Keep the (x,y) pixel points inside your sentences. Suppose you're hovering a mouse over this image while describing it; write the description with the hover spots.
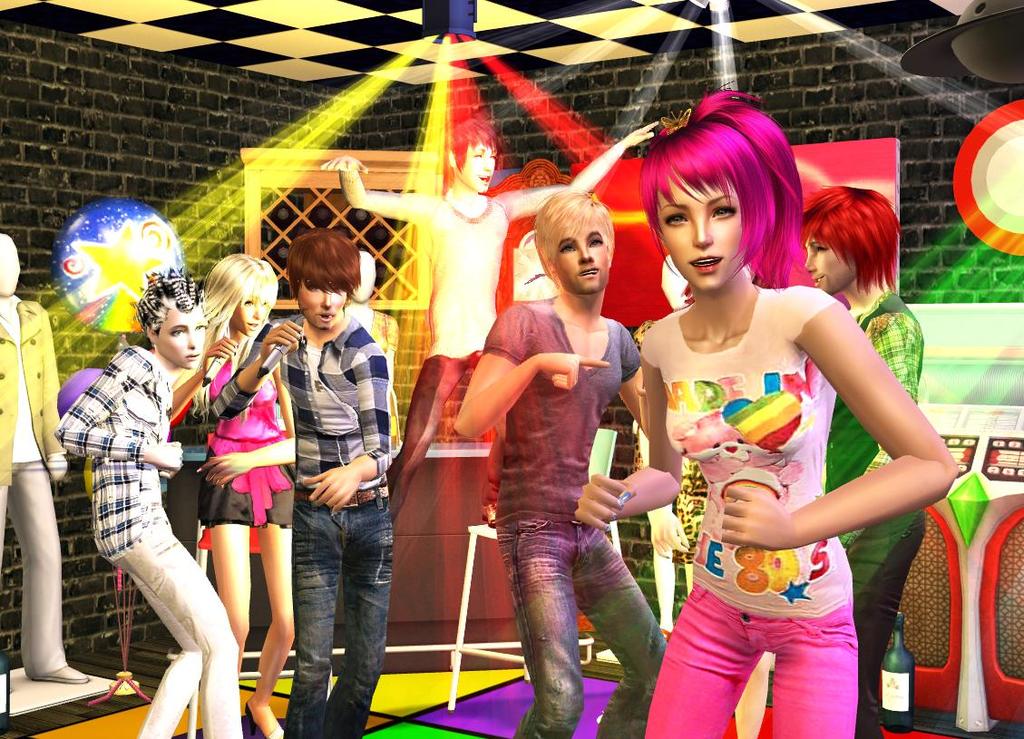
It is an animated picture. In this image, we can see people (381,466) are dancing on the floor (459,717). Here we can see a person (294,357) is holding a microphone (266,360). Background (1000,321) we can see some objects (1002,639), chairs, table (473,507), wall (961,278). Top of the image (573,35), there is a roof (556,51) and light (468,45).
